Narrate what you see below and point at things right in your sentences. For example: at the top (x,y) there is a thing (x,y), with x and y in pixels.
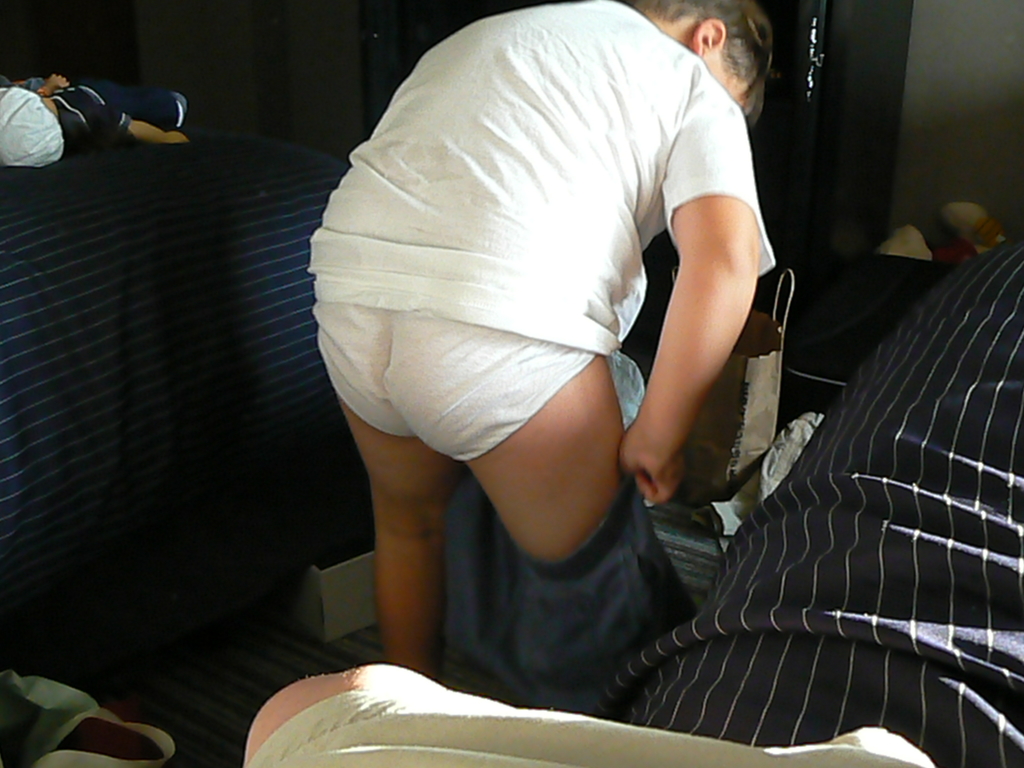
There is a person (448,328) wearing pant (564,580) and we can see person leg (275,734), dolls (4,131) and clothes (628,549). In the background (174,83) we can see wall (45,70). We can see bag (722,420), box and few things (747,490) on the floor (688,520).
